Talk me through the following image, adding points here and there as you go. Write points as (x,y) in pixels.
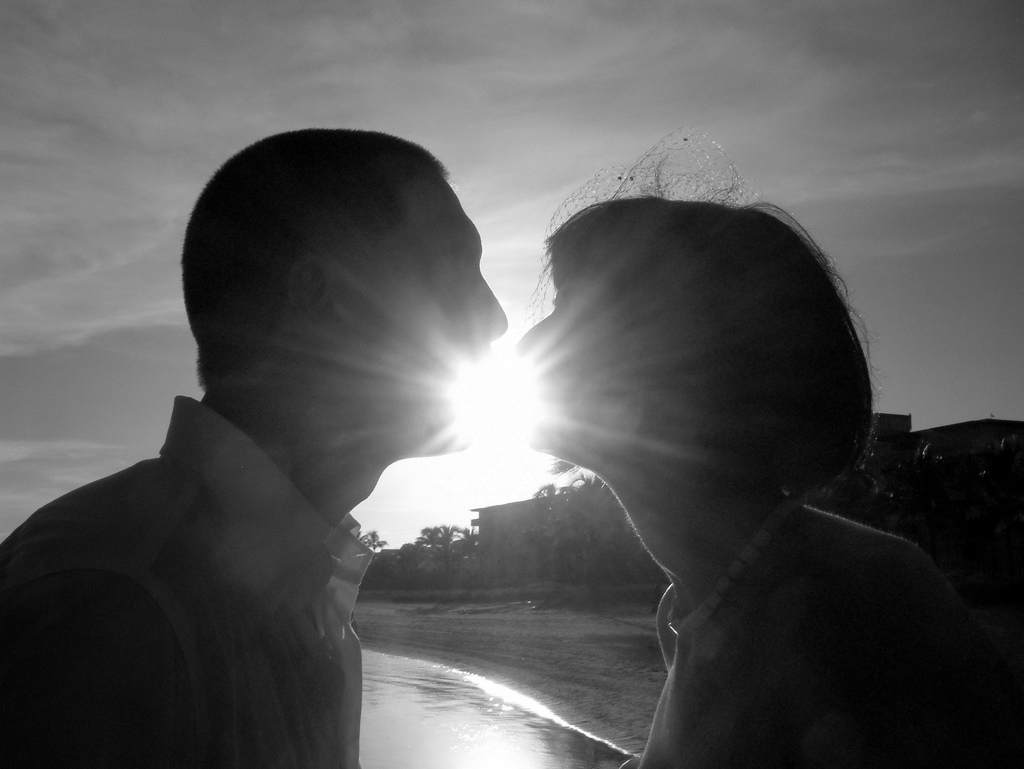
This picture might be taken outside of the city. In this image, we can see two people (107,557) man (305,720) and woman (1012,764). In the background (1011,586), we can see some trees (562,556), buildings (916,474). At the top (452,76), we can see a sky (270,91) which is cloudy, at the bottom (423,727), we can see a water (441,709) in a lake (441,709) and a sand (577,707).
